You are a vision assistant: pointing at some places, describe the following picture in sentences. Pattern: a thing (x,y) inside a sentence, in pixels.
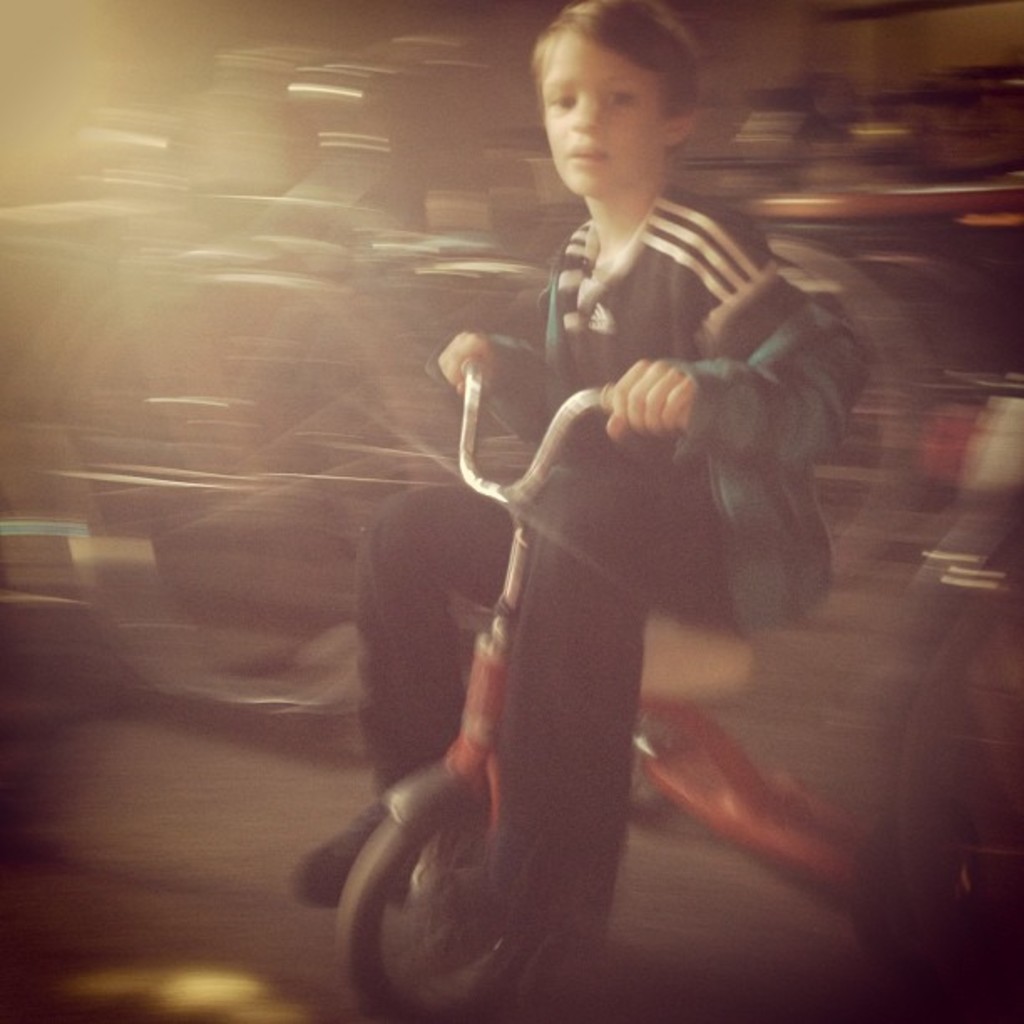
In the picture we can see a kid (556,509) wearing black color dress (571,552) riding bicycle (473,482).
